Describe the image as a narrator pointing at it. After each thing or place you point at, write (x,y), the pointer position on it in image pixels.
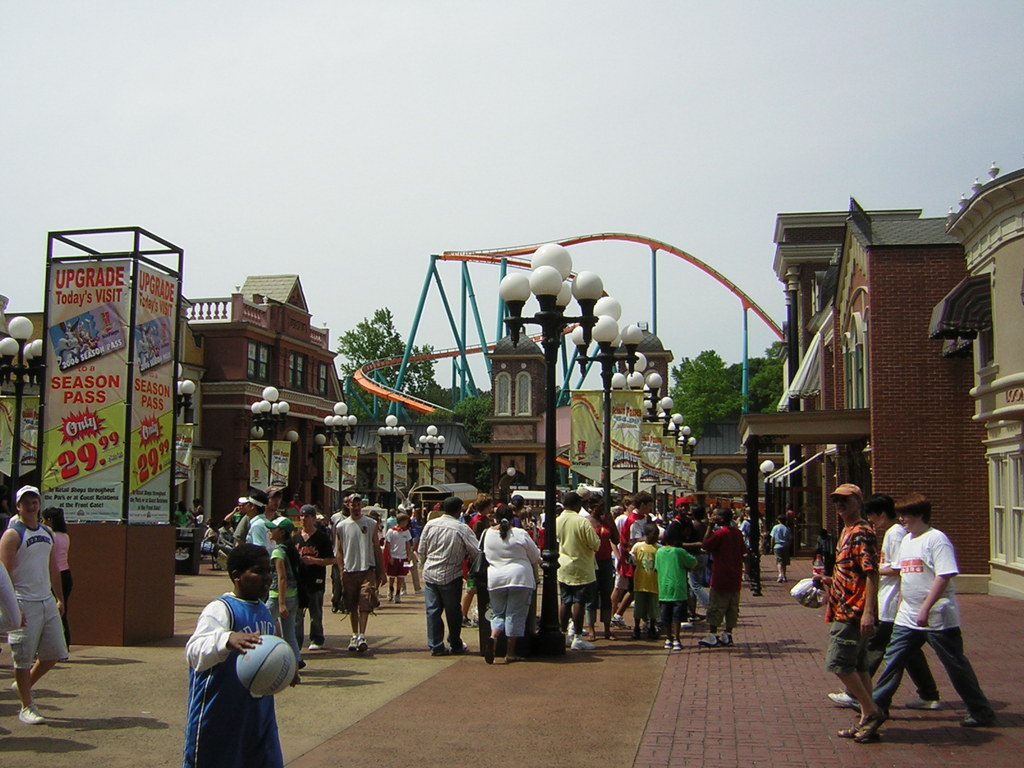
In this image, we can see a person (238,638) holding a ball (251,650) and in the background (654,584), there are many people (528,547) and some are wearing caps (252,502) and we can see lights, poles (551,395), buildings (876,376), trees (699,381), banners (617,461) and a booth (106,438). At the bottom (536,722), there is a road (599,709) and at the top (305,254), there is sky (285,254).
